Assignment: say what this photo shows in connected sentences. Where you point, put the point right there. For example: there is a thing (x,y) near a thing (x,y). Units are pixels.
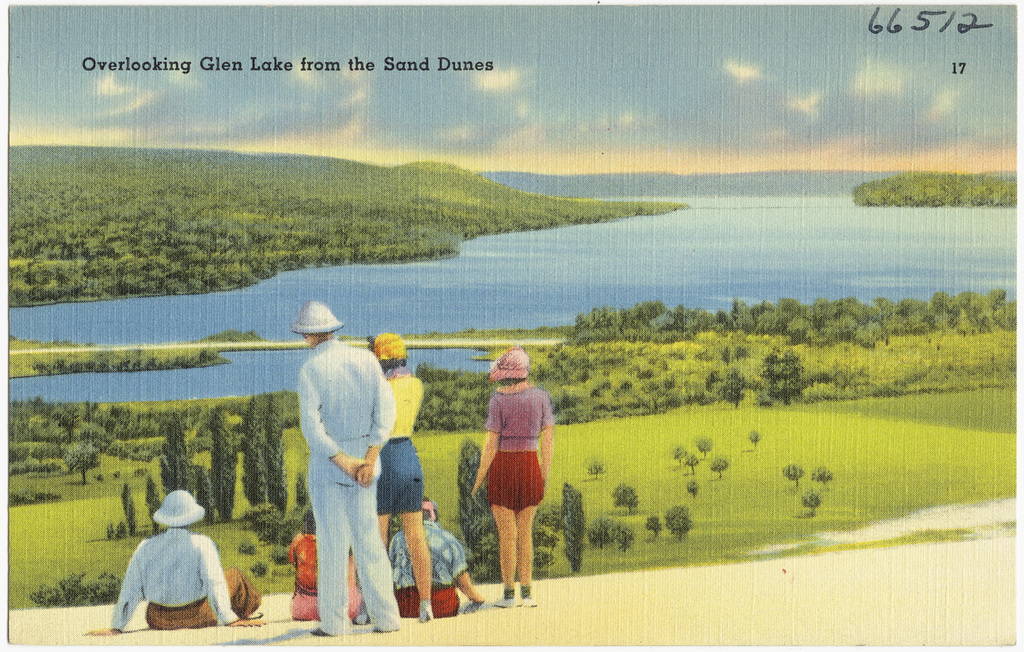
In this image there are a few people (360,495) standing and there are a few people (362,584) sitting. In front of them there are plants (50,462), trees (230,448). At the bottom of the image (660,461) there is grass (638,489) on the surface (716,443). In the background of the image (701,295) there is water (627,246). There are mountains (606,202). At the top of the image (644,117) there are clouds (745,79) in the sky (657,88). There are some text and numbers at the top of the image (918,27).
